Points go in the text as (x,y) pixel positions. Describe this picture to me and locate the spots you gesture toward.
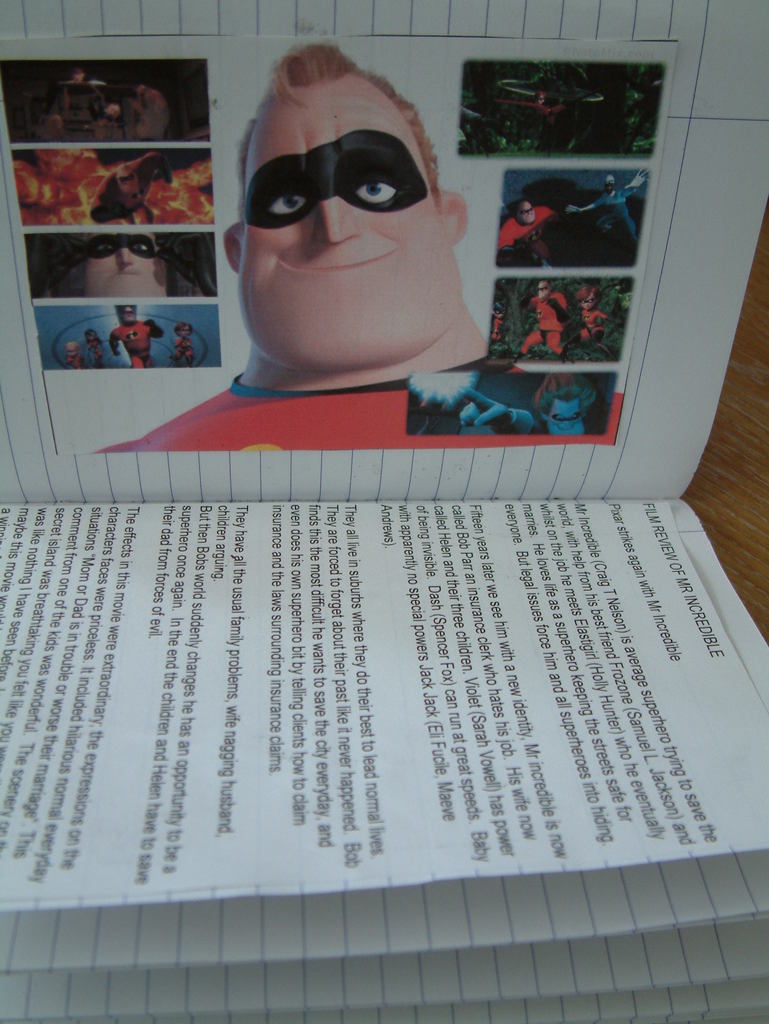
This is the book (524,553) in this there are pictures (310,252) of superheroes (432,239).
